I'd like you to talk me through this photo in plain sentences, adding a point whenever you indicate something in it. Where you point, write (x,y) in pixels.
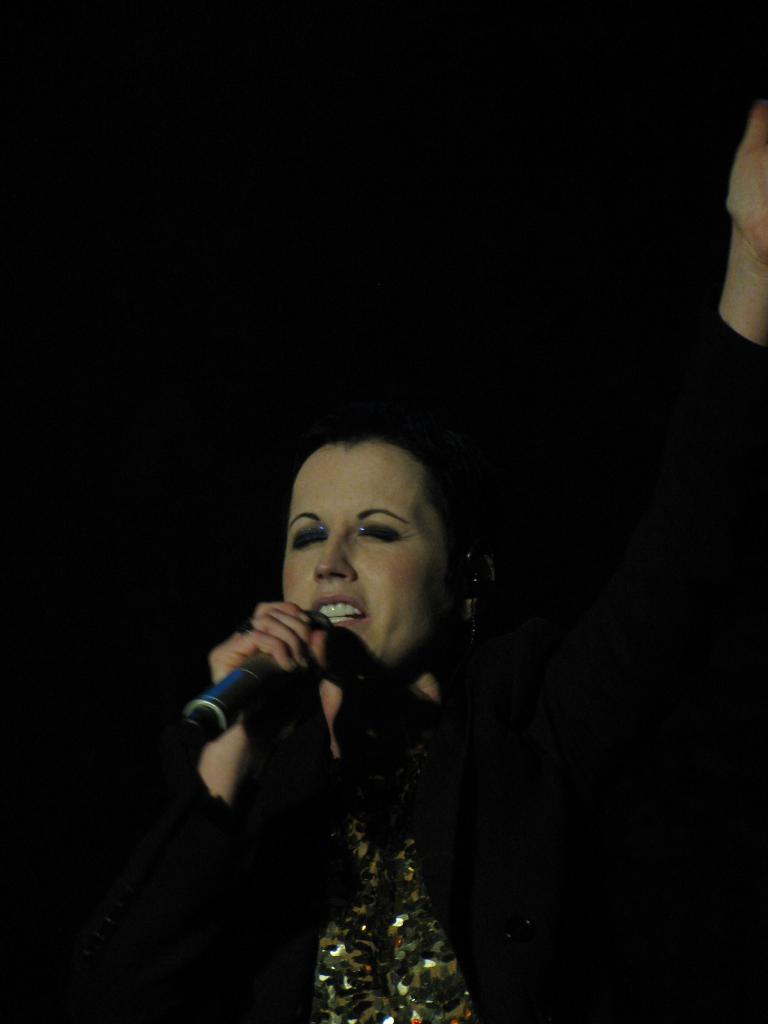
In this image I can see the person (291,615) holding the mic (222,708).
